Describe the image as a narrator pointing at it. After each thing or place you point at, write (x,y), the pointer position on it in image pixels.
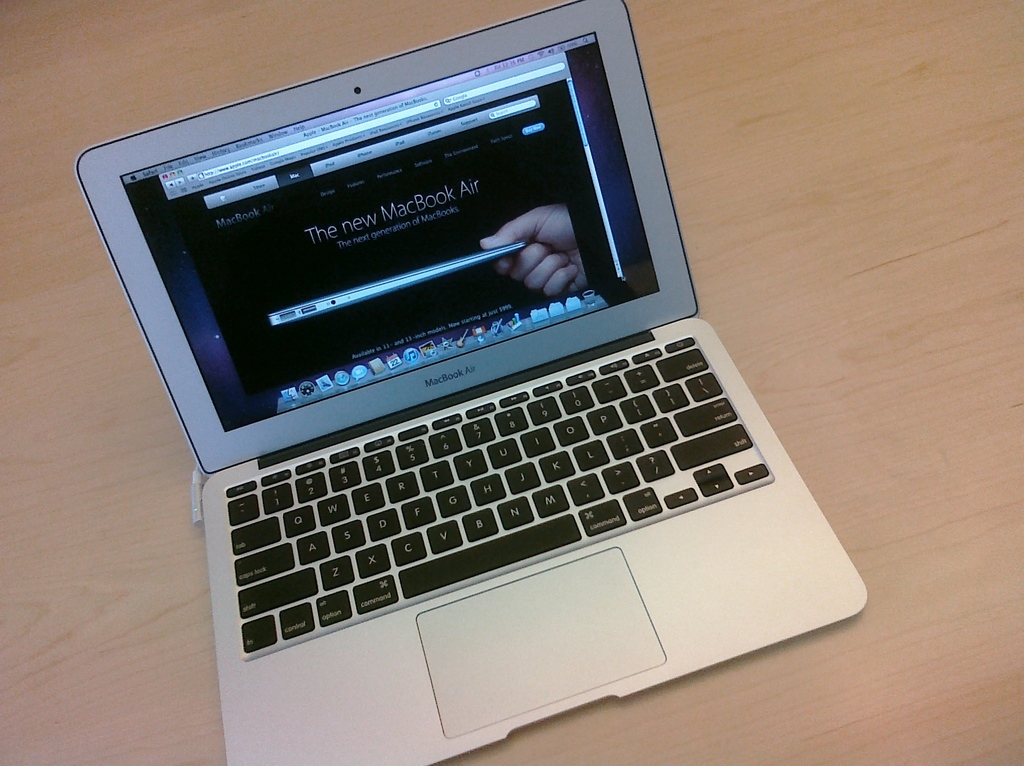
In this image we can see a laptop (362,531) on the wooden surface (63,353).
